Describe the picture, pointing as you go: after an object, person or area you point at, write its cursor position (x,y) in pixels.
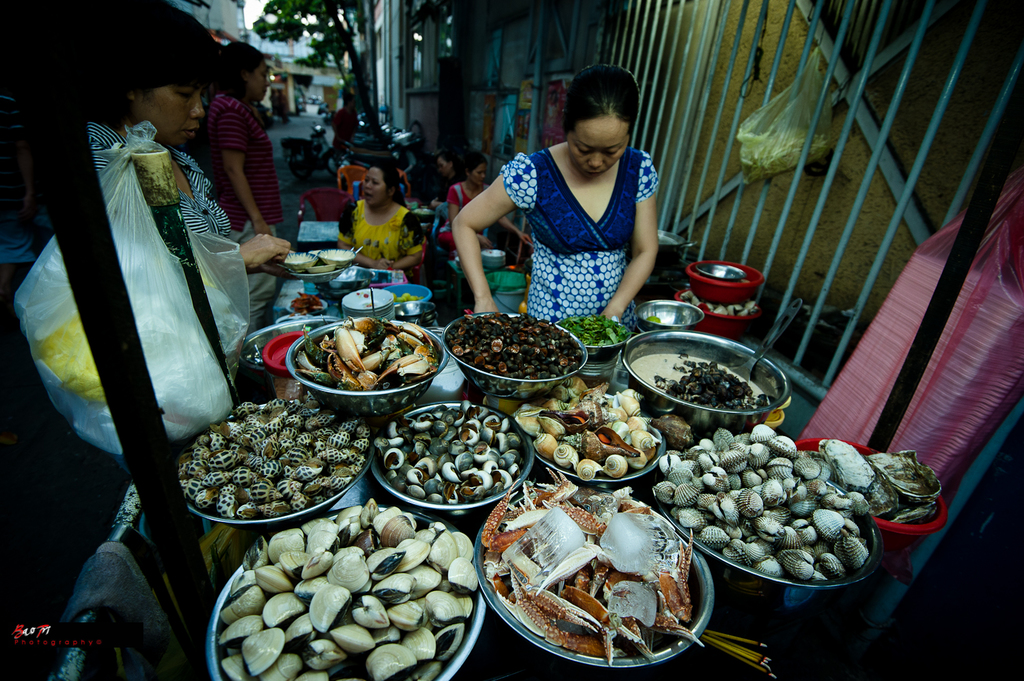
In this image we can see a woman (598,276) is standing, she is wearing the blue color dress (591,225), in front (413,642) here is the food item (506,546) on the plate (554,440), at the back (482,186), here are the group of people (482,186) sitting, here is the tree (361,69), here are the motorbikes (394,158) on the ground (12,480).
